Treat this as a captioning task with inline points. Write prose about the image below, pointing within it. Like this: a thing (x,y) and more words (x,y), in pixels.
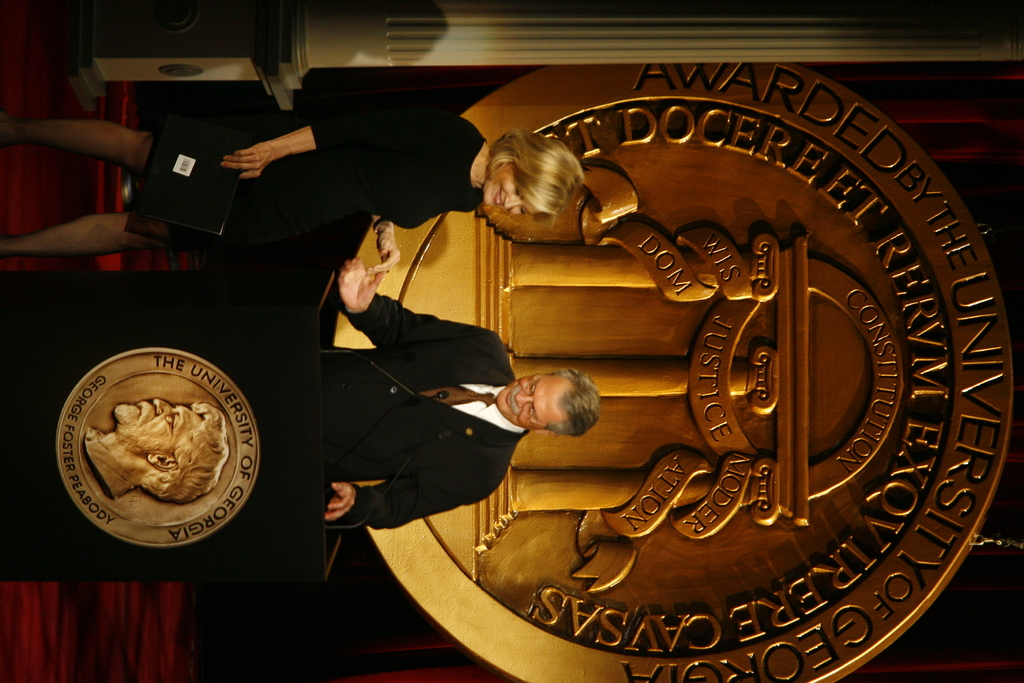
On the left side of the picture (292,226) there is a woman (329,191) and a man (470,402) near a podium (196,432). In the center of the picture (575,297) there is an emblem (676,330) on the wall (466,92). At the top (362,32) there is a pillar (692,37).
